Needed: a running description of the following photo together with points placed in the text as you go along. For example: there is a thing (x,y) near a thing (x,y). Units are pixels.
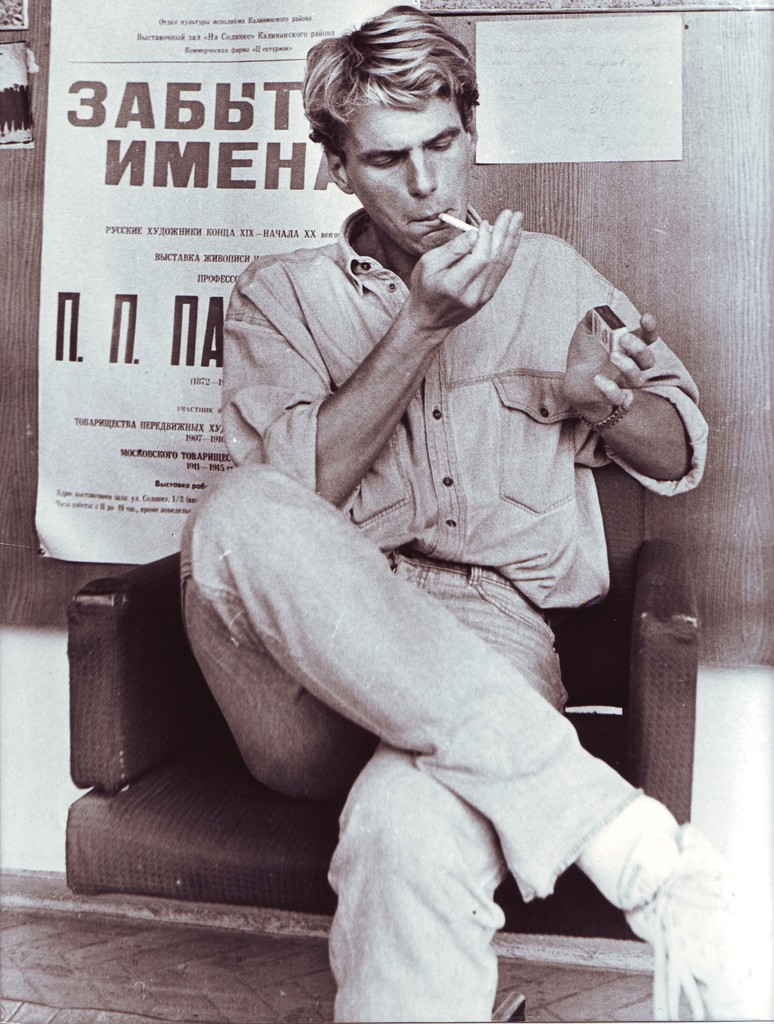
This is a black and white picture, there is a man (412,378) sitting on chair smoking cigarette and behind him there is wall (758,358) with some posters (234,190) on it.
